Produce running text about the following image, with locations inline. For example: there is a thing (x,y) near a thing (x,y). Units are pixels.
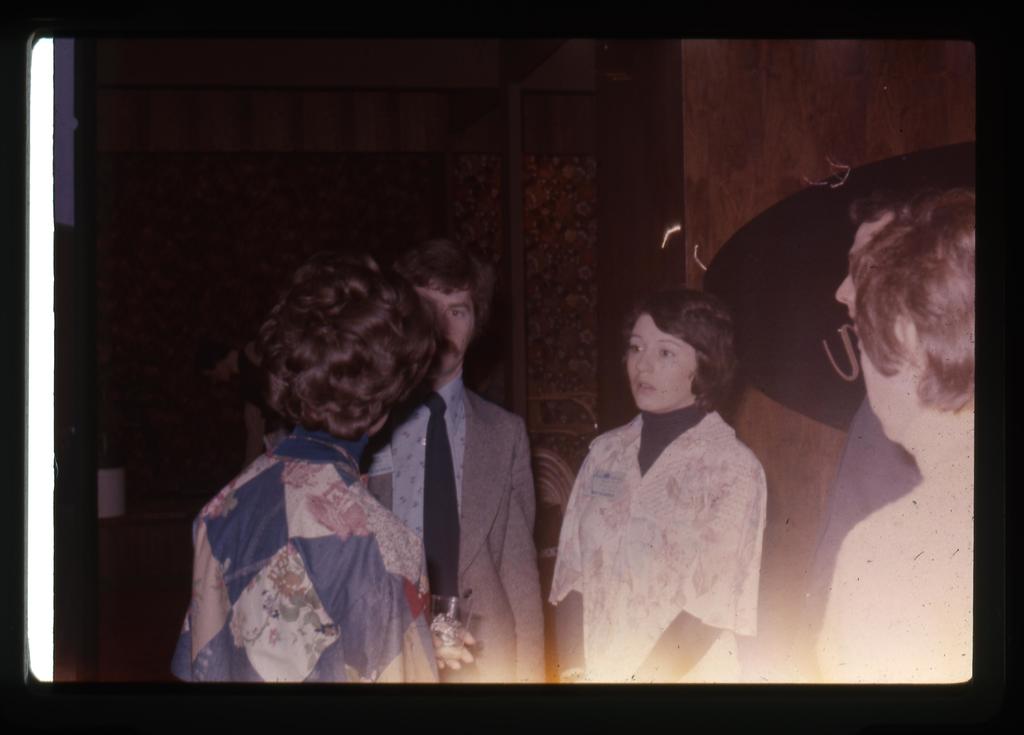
In this image I can see there are few persons (650,544) visible and one person (467,575) holding a glass (449,614).
